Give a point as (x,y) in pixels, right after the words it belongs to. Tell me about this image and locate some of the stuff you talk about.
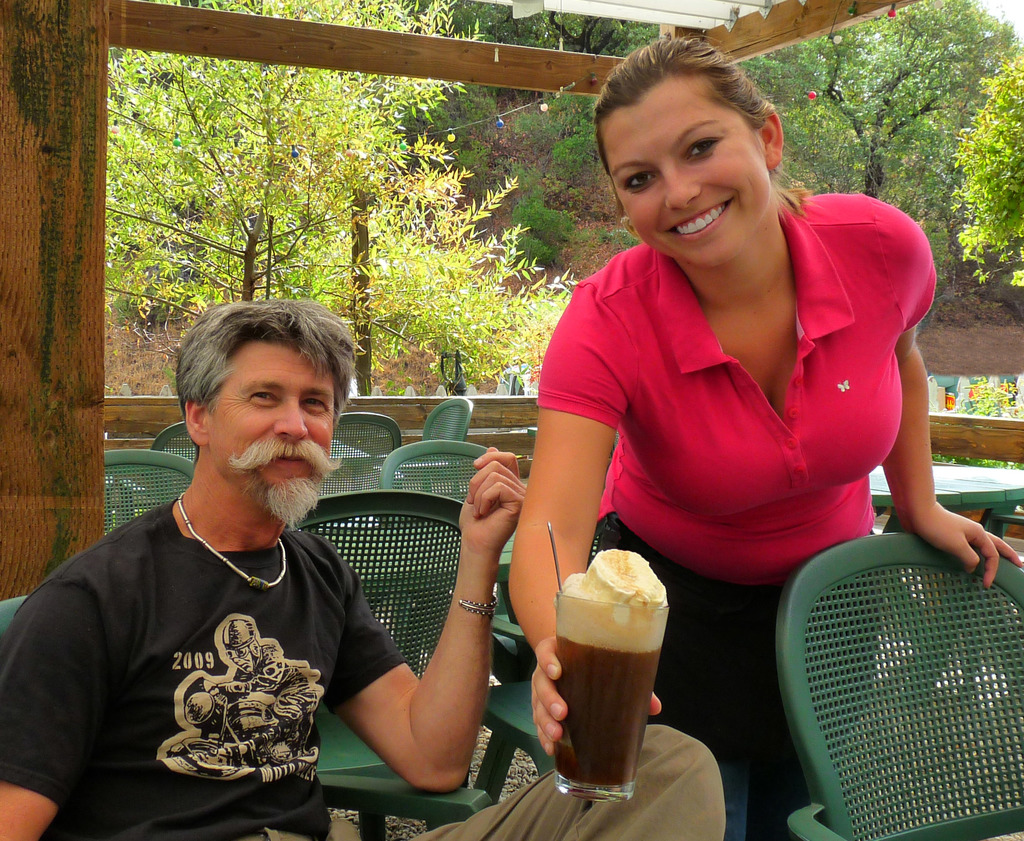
In the image we can see there is a man (349,594) sitting on chair (322,736) and a woman (803,271) is standing and holding juice glass (604,650) in her hand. Behind there are tables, chairs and there are lot of trees (500,185).
